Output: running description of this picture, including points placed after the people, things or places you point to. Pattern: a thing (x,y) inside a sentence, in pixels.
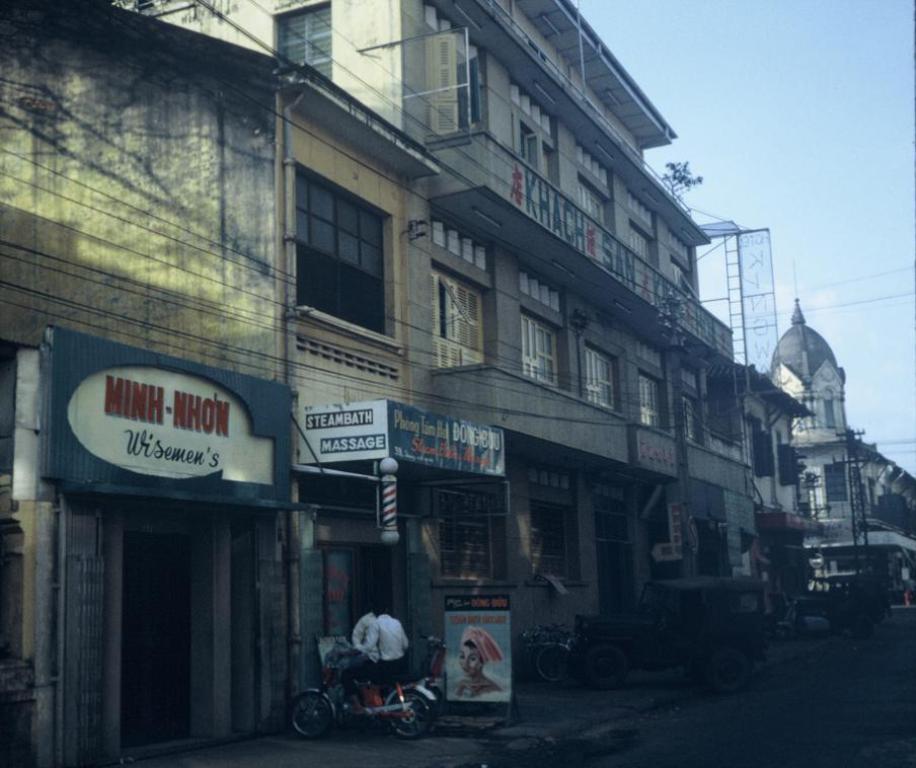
In this image in front (719,706) there is a road (713,720). Beside the road (707,702) there are vehicles (423,681). There is a tower (819,471). In the background of the image (813,442) there are buildings (714,391) and sky (792,124).
